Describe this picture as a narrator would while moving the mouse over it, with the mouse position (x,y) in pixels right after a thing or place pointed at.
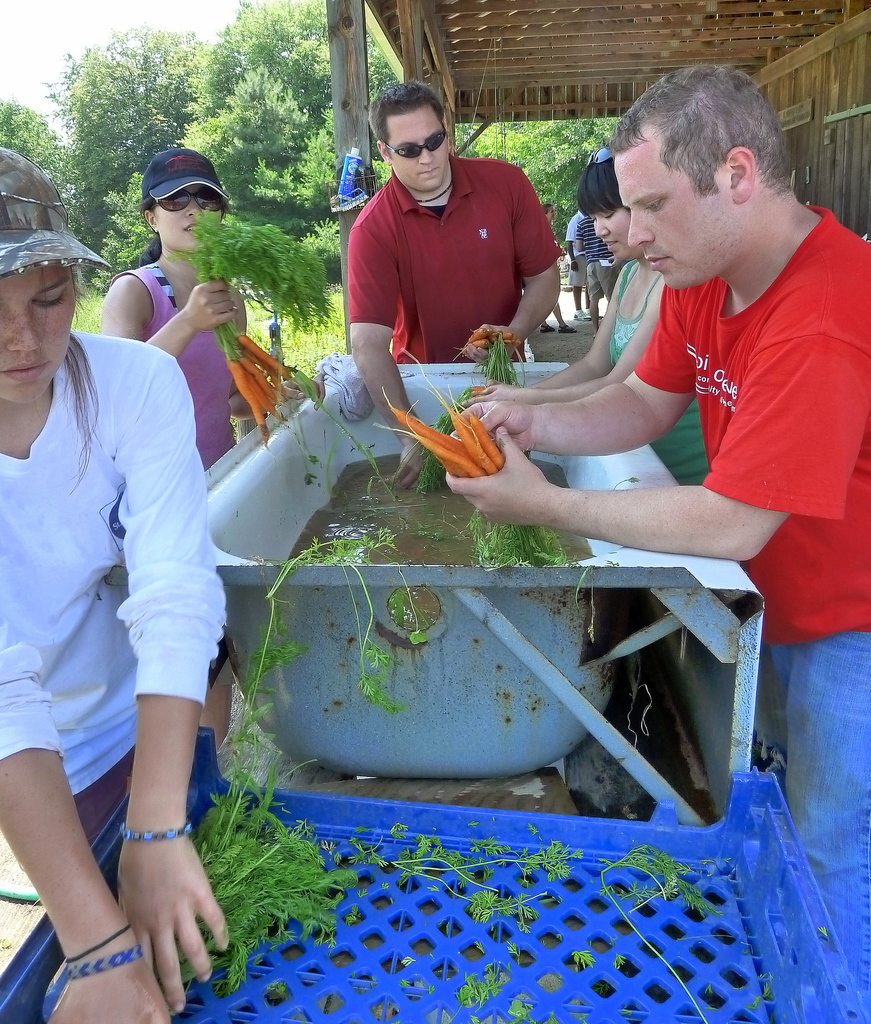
In this image I can observe few people (499,275). Some of them are holding carrots (259,427). In the background (260,88) there is a tree (267,185).
